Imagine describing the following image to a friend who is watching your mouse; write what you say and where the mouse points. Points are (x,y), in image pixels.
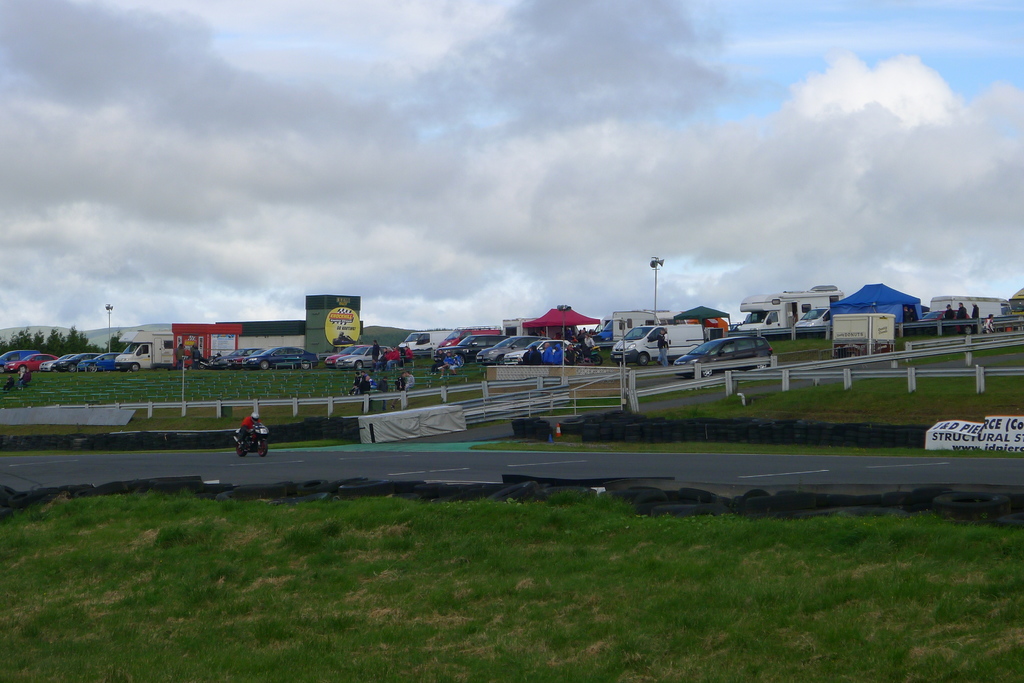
In this image we can see the vehicles (359,348), light poles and also the tents (885,298) for shelter. We can also see the trees (96,347), barriers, grass (697,526) and also the banner (969,429). We can see a person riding the motorbike (257,449) on the road (136,470).
